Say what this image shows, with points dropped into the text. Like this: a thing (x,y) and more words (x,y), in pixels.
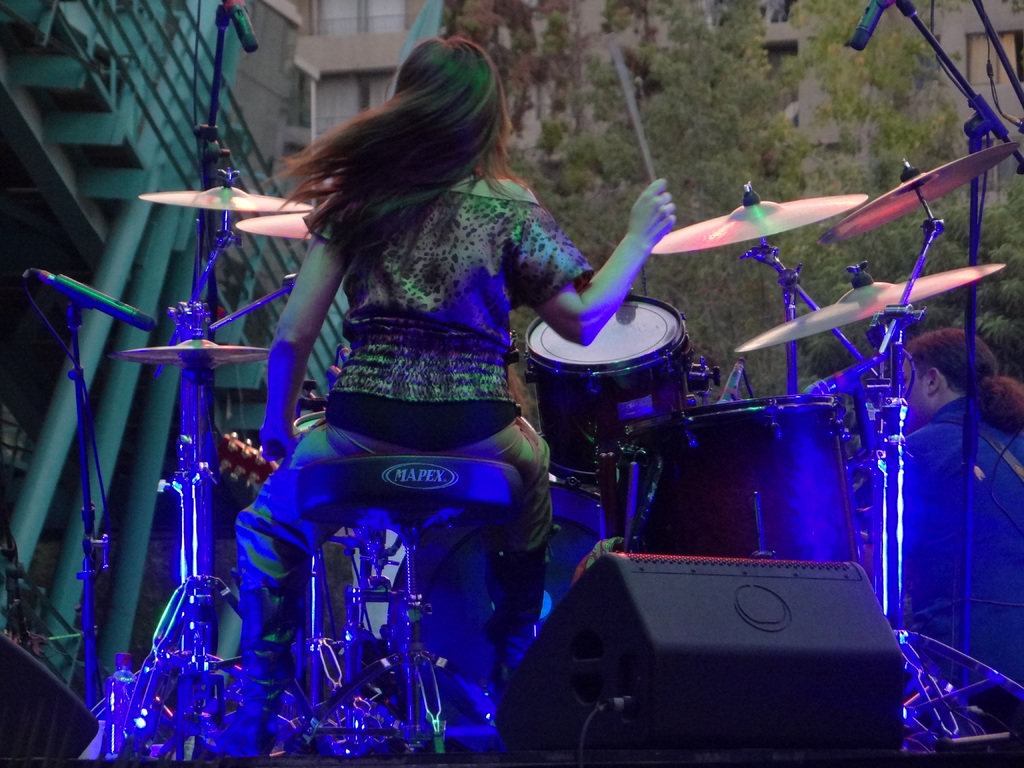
In this picture, There is a black color object (832,674) and there are some music instruments (917,295) which are in yellow color and there are some microphone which are in black color and in the middle (407,420) there is a girl (426,379) sitting and she is holding a stick (639,125) and in the background (639,151) there are some trees (787,132) which are in green color.
